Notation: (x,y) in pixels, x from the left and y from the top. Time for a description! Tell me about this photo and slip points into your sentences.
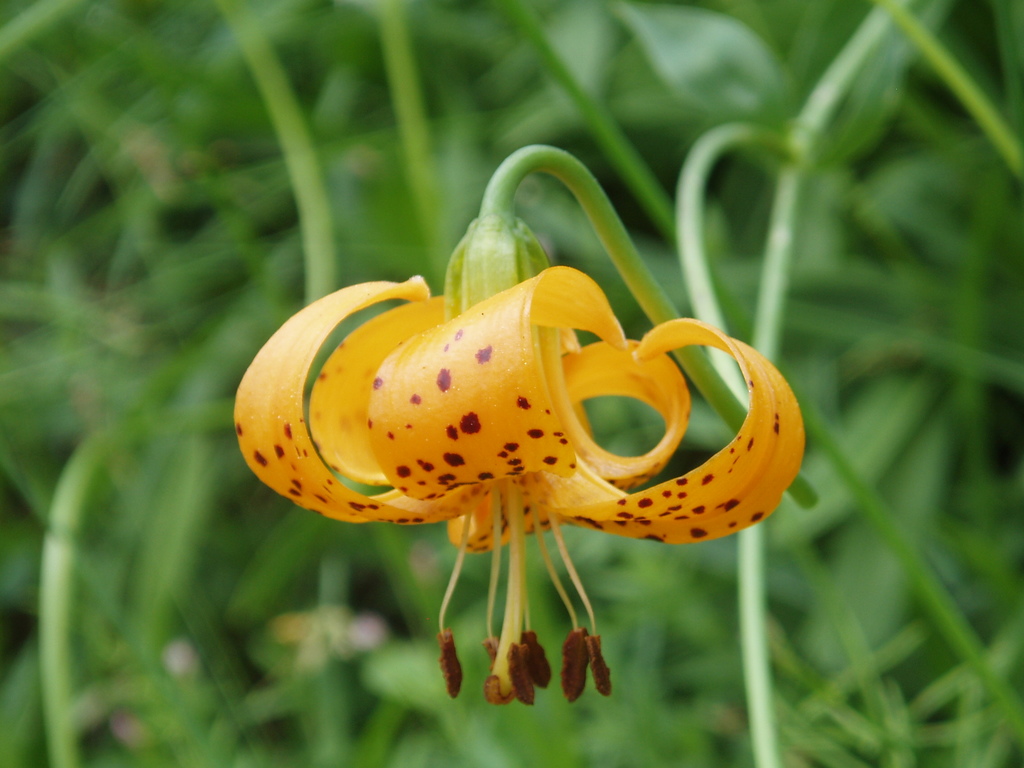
In this image we can see a flower (444,397) which is in yellow color and in the background of the image (1,507) there are some leaves (666,30).
